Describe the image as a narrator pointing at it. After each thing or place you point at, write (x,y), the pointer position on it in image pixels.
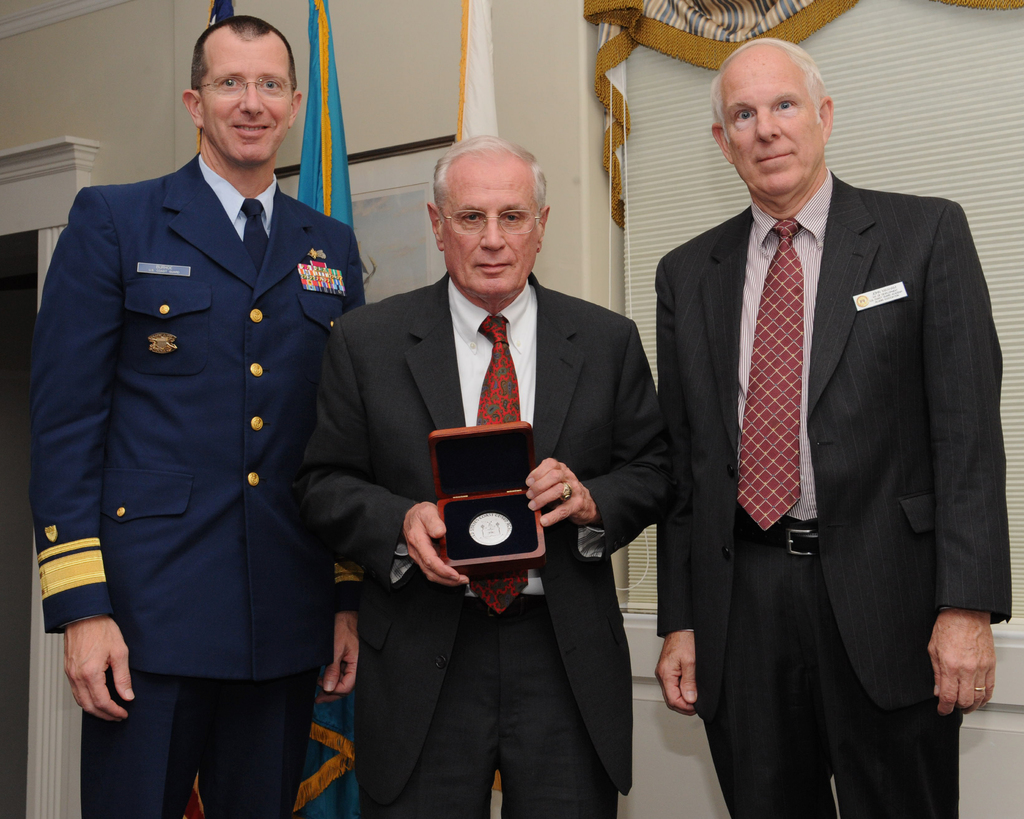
This image is taken indoors. In the background (341,102) there is a wall (569,84) with a window (923,92), a window blind (942,126) and a curtain (705,49) and there are three flags (328,153). In the middle of the image (485,408) three men (624,448) are standing on the floor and a man (535,437) is holding a box (477,536) in his hands (558,491).
